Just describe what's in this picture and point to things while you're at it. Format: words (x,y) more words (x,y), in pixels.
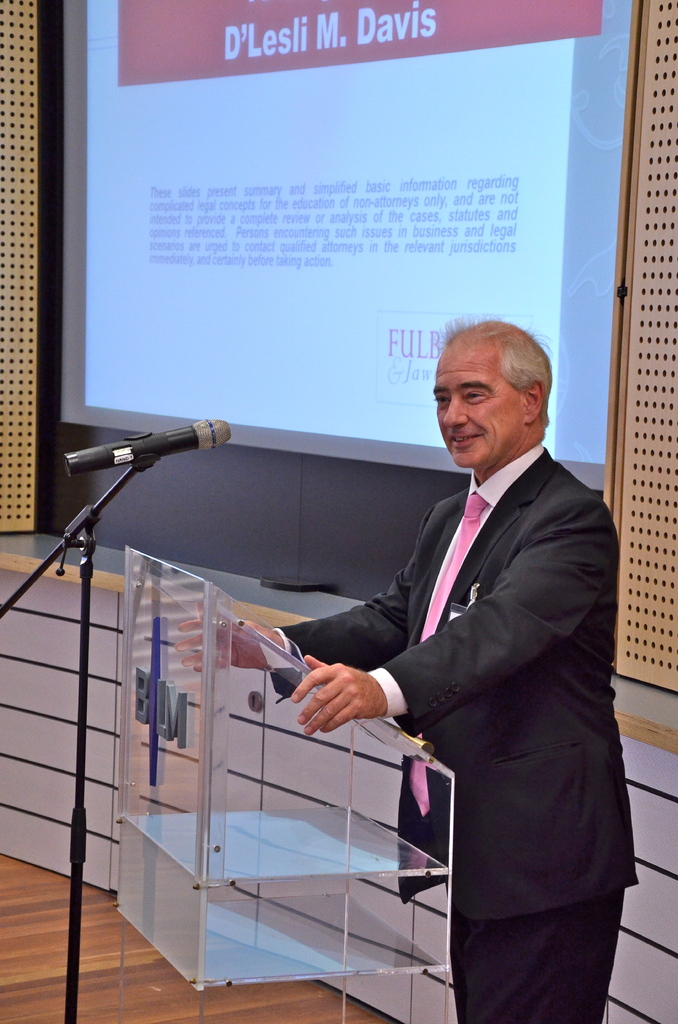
In this image we can see a person (447,848) standing and in front of him there is a podium (353,801) and a mic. In the background (312,229), there is a wall (277,480) with a screen (399,220) and on the screen (617,29) we can see some text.
